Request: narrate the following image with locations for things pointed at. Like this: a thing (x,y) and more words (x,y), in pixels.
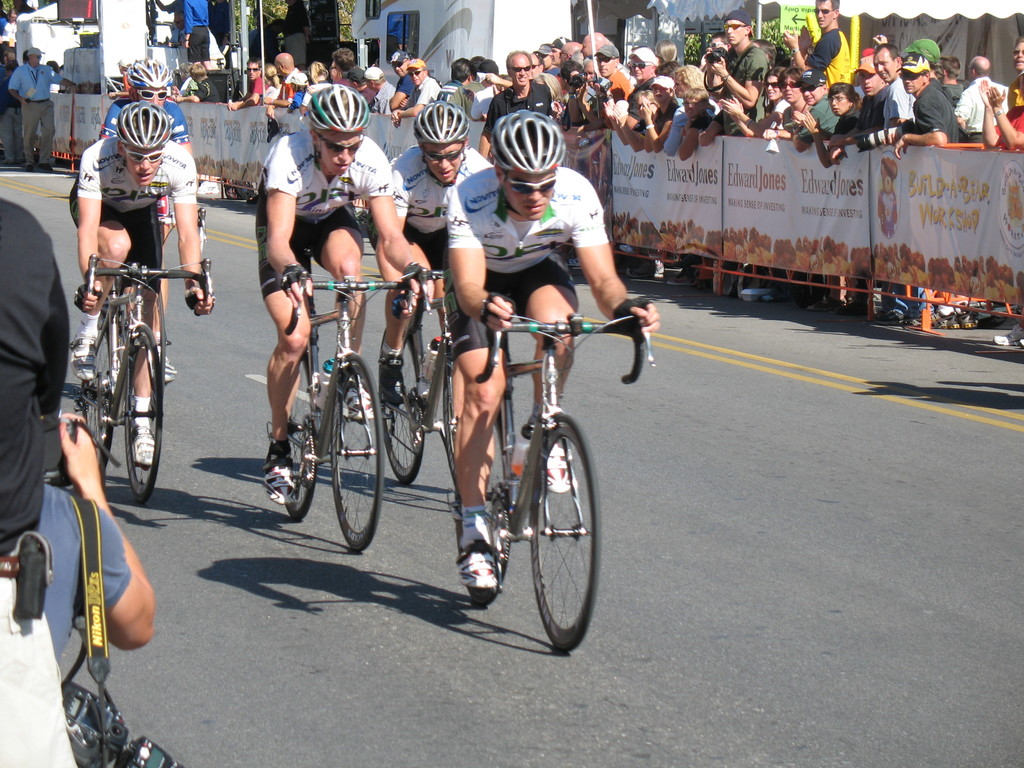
In this picture we can see men (616,283) wearing goggles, helmets (529,160) and riding bicycles (555,623) on the road (571,667). On the right side of the picture (913,182) we can see people (804,79), banners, objects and barricades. On the left side of the picture (30,348) we can see a person (90,486) along with a camera (93,725).
